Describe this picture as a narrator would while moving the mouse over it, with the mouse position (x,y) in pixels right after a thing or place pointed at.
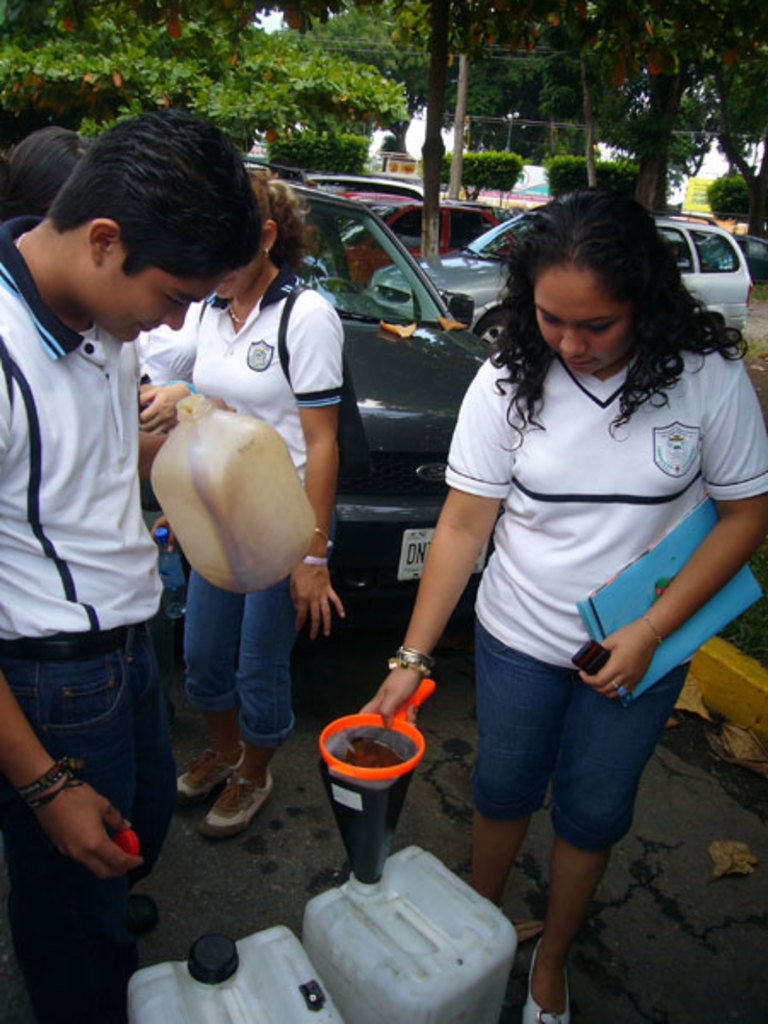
In this image there are people (744,496), cans (142,1009), funnel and vehicles (752,249) in the foreground (32,422). There are trees (719,5) in the background (34,119). And the road (409,823) is at the bottom (283,841). And there is a sky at the top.
